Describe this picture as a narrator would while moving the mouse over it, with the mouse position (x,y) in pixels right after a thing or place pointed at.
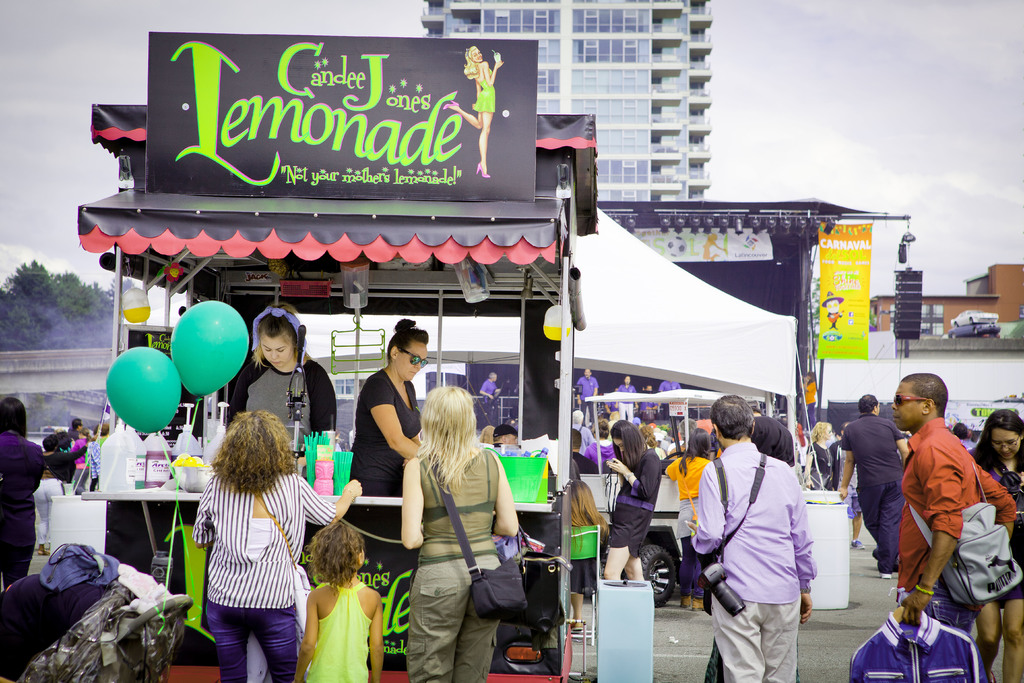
In this image I can see the ground (831,627), few stalls (587,204), few persons (725,402), few vehicles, a white colored tent (622,296) and few lights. In the background (878,322) I can see few buildings (934,303), few trees (56,297) and the sky (981,137).
